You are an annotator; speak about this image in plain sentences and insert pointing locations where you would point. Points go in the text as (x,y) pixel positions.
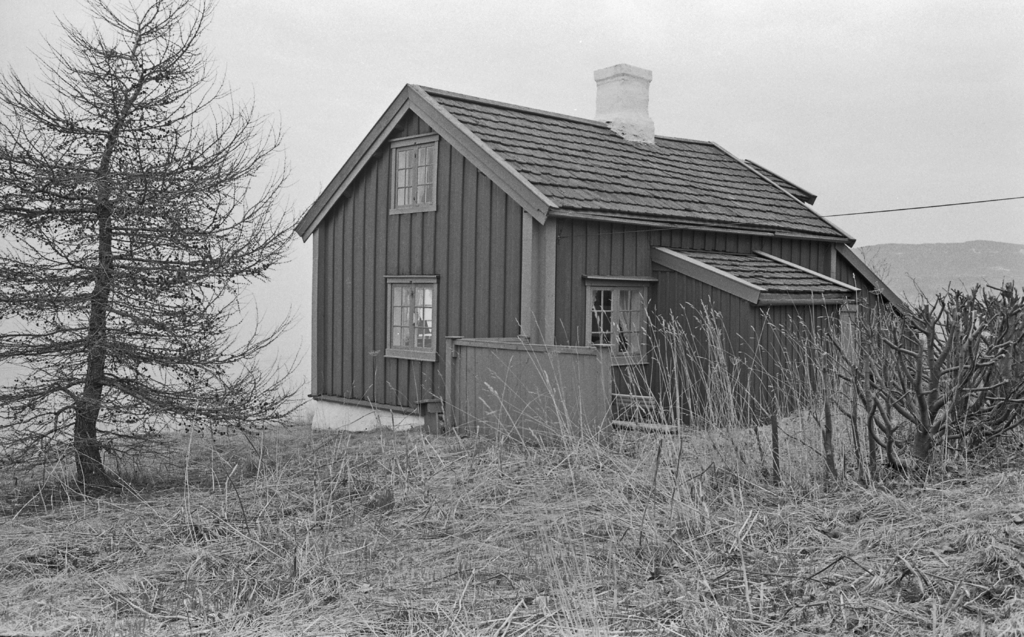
It is a black and white picture. In this image there are branches (195,371), tree (153,281), hill (893,244), shelter (521,261), grass (251,499) and sky (804,67).
